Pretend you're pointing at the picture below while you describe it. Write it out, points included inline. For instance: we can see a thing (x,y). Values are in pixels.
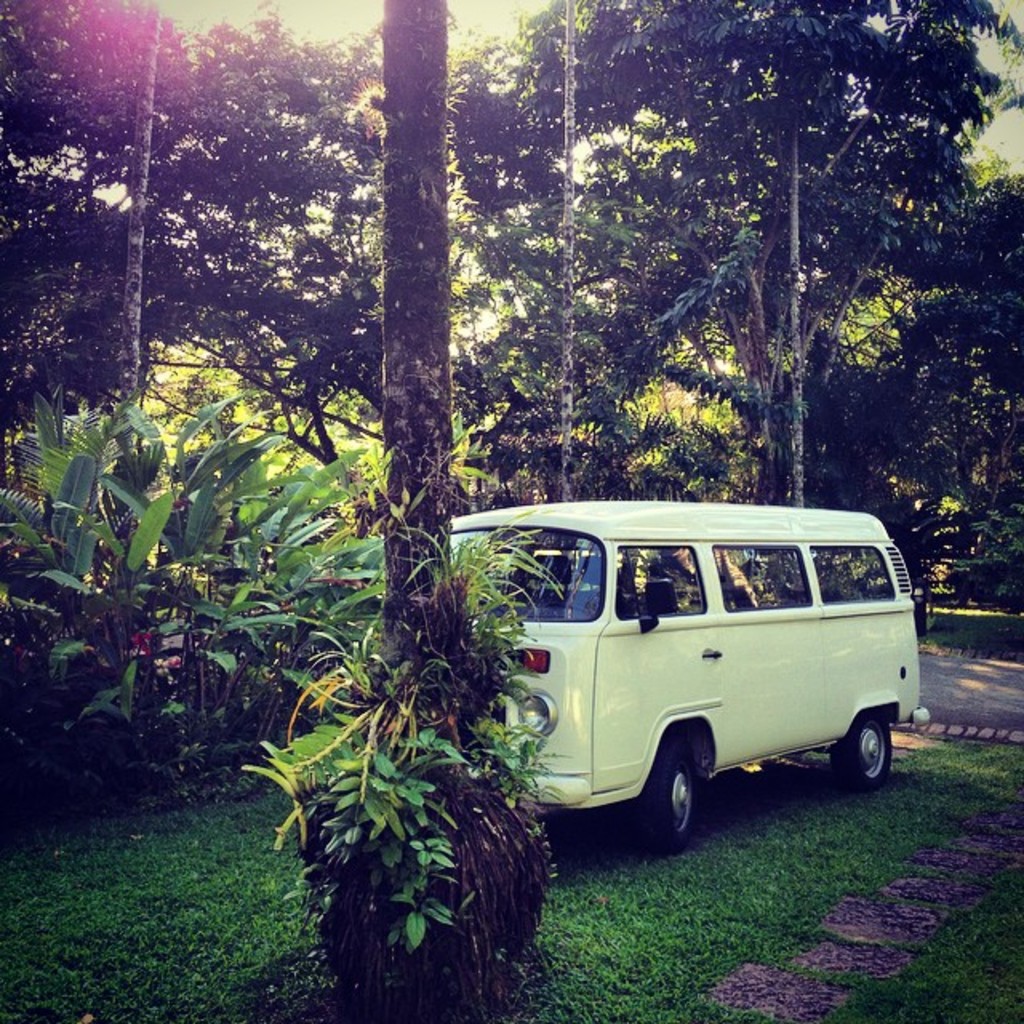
In this image I can see number of trees (572,489) and a white colour van (636,520). I can also see grass (951,787).
